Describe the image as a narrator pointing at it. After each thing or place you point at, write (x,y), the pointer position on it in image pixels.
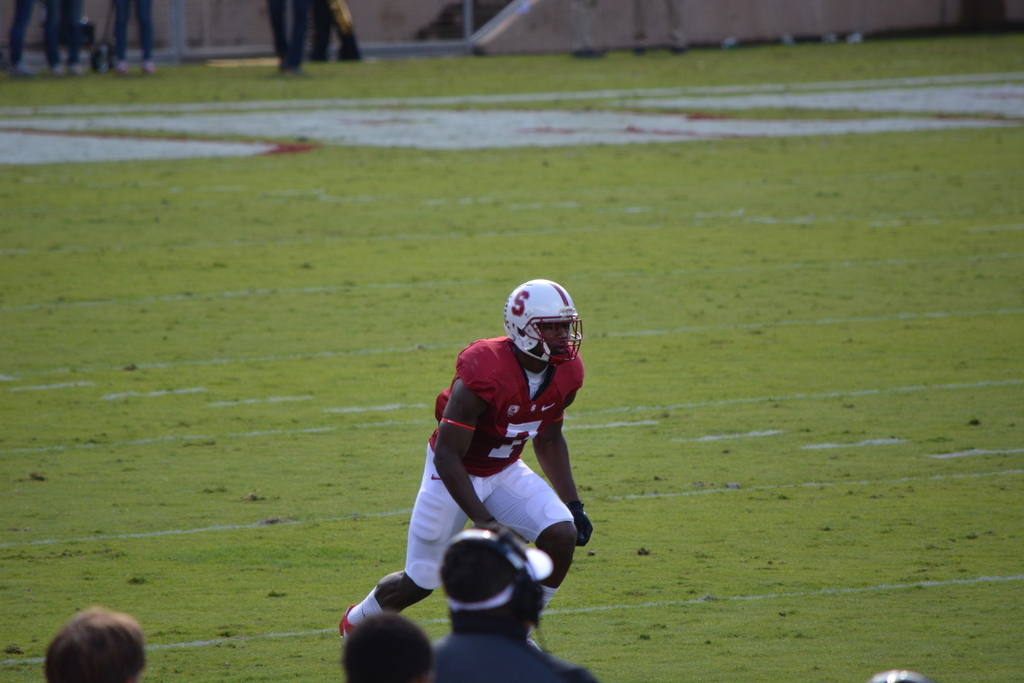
In this picture I can observe a football player (481,429) in the ground (392,453). He is wearing red color jersey (511,388) and white color helmet (527,349) on his head (543,326). On the bottom of the picture (360,626) I can observe some people (509,621).
